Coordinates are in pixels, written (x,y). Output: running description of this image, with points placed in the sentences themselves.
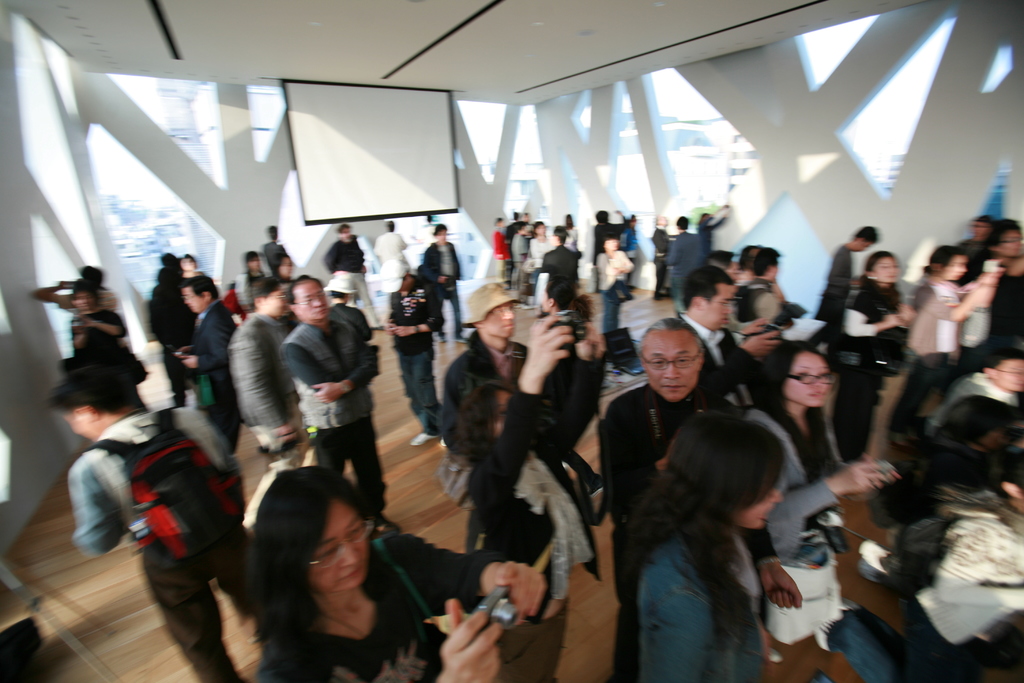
Here we can see few people (326,470) are standing on the floor (416,487) and among them few are carrying cameras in their hands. In the background (381,186) we can see a screen (334,168) and glass windows (53,154). Through the glass windows (295,184) we can see buildings (198,142) and sky (153,102).
